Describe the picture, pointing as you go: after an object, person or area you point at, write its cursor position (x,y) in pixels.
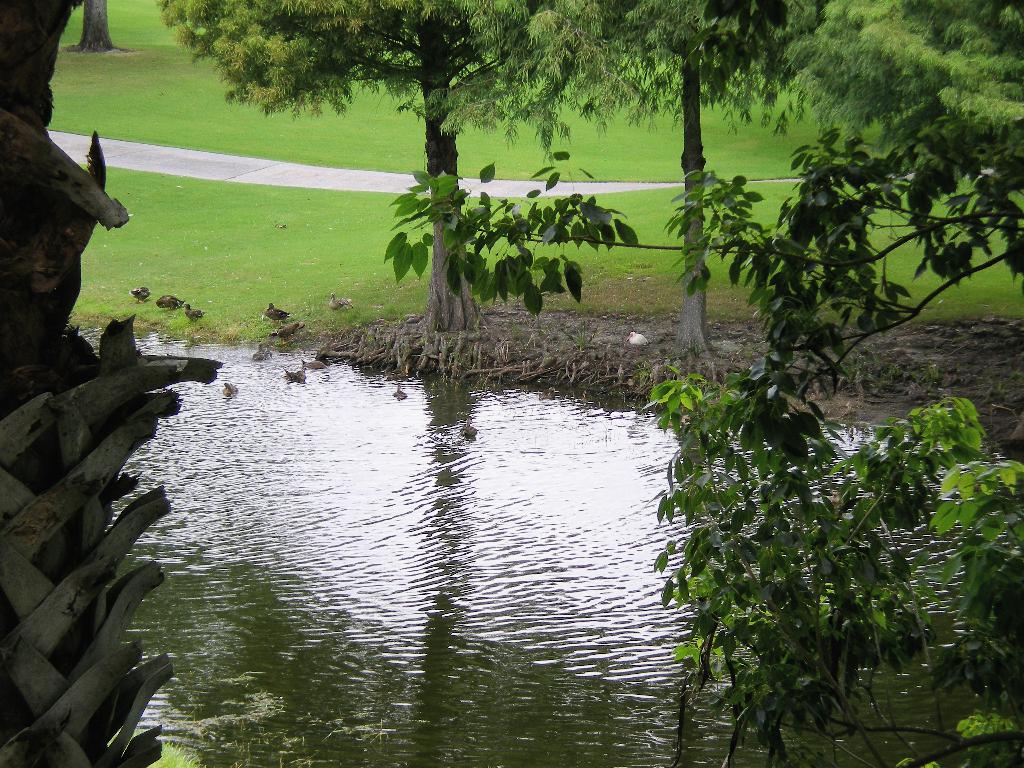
In the foreground of this image (427,612), there is water (480,638) and few trees (94,389) around it. We can also see few birds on the grass (315,314) and in the water (407,382). In the background (165,118), there is a grassland (215,131), path (181,158) and the tree trunk (97,28).
